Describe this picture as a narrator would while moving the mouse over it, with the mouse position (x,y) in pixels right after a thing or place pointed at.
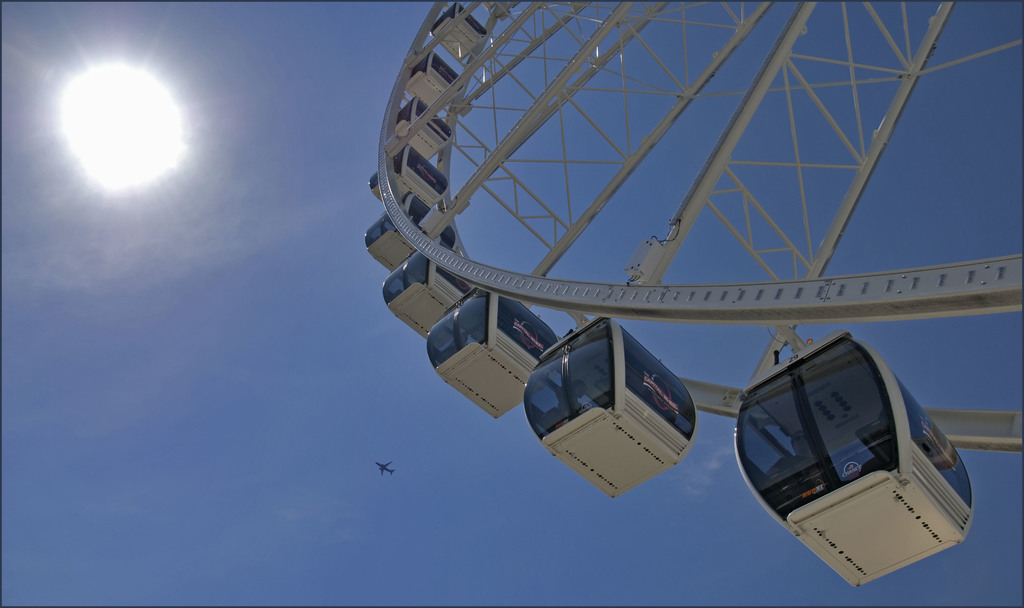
In this image we can see an amusement ride (473,305) and an aeroplane (390,464). The sky (225,377) is in a blue color. The sun (126,136) is shiny.
